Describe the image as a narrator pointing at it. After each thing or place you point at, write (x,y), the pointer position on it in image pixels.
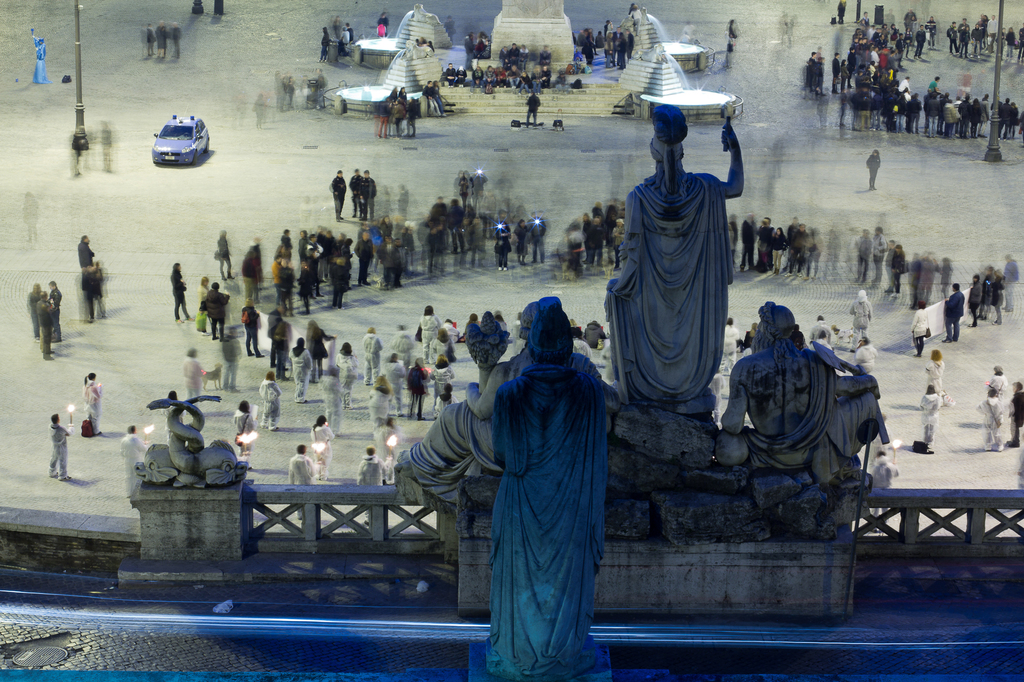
In this picture we can see some sculptures (576,414), some people (423,397) are on the land (339,328) and we can see vehicle (169,137).
